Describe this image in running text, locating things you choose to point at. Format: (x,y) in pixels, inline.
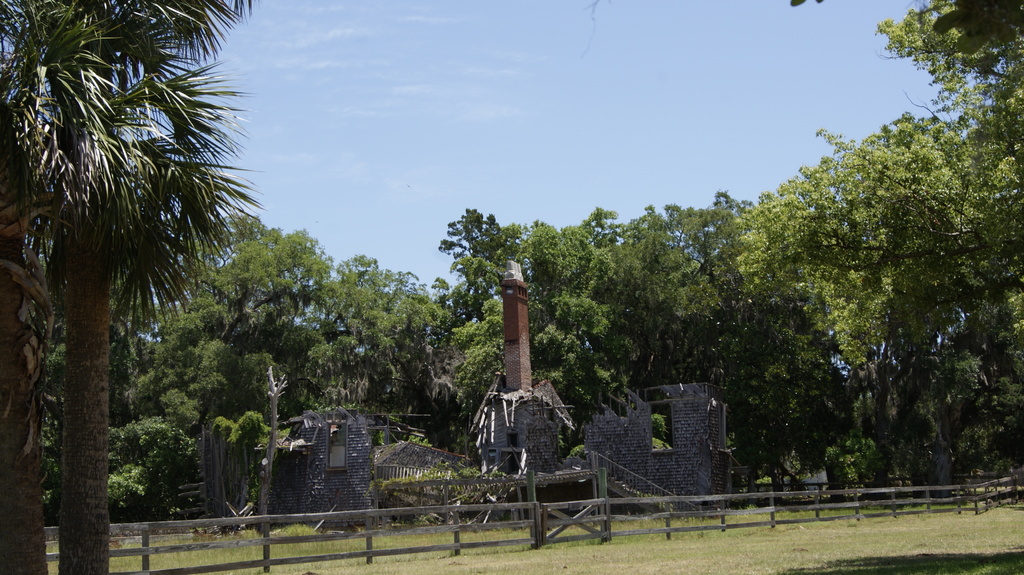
In this image there is a wooden fence (252,540), behind the wooden fence (275,520) there is a ruined house (500,451), behind the ruin house (503,375) there are trees (748,270).
